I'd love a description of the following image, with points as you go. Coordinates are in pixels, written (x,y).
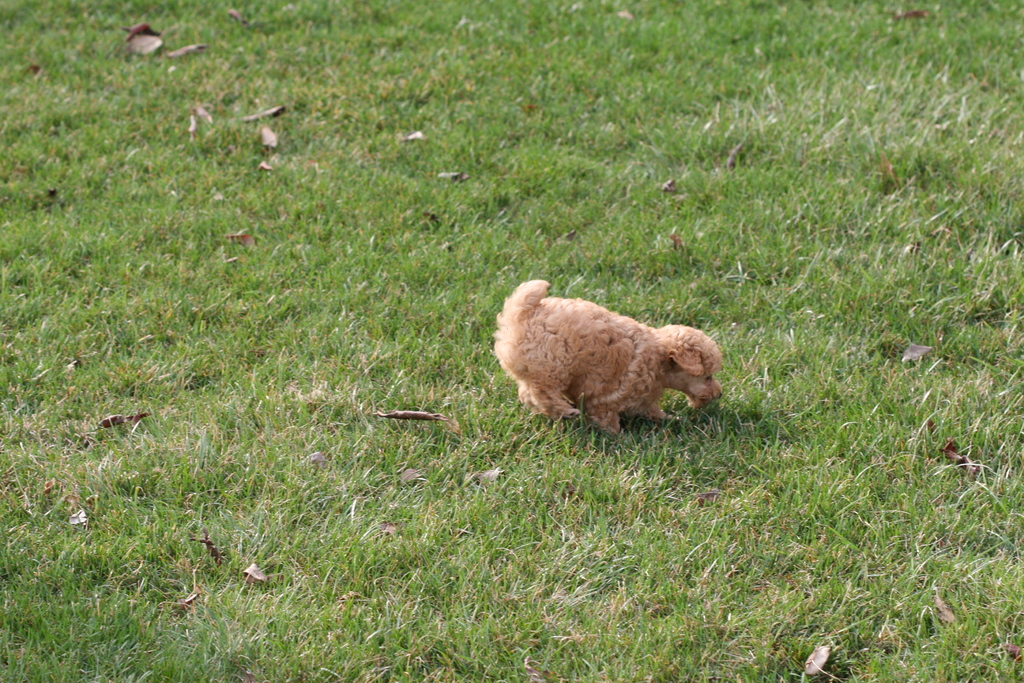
In this image we can see a dog (604,412) on the grass field (423,460).
